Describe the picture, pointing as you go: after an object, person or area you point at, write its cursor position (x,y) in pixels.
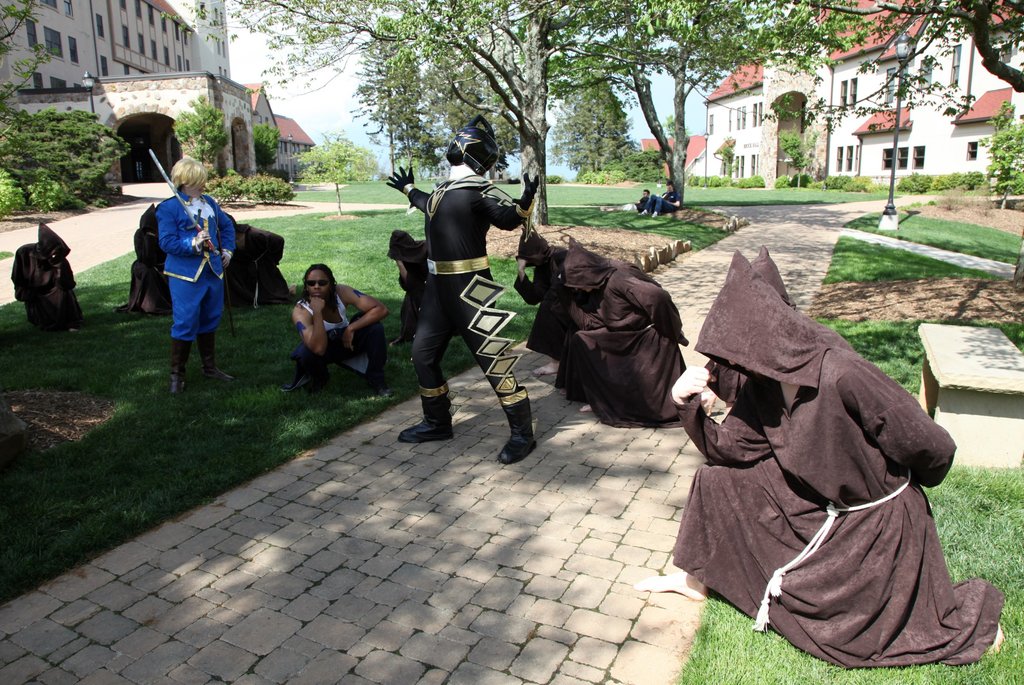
In this picture we can see group of people (639,402), few people (610,343) wearing costumes (842,411), on the left side of the image (195,286) we can see a person (170,279) and the person (173,244) is holding a sword (193,228), in the background (542,187) we can find few trees (596,160), buildings (699,163), poles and lights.
